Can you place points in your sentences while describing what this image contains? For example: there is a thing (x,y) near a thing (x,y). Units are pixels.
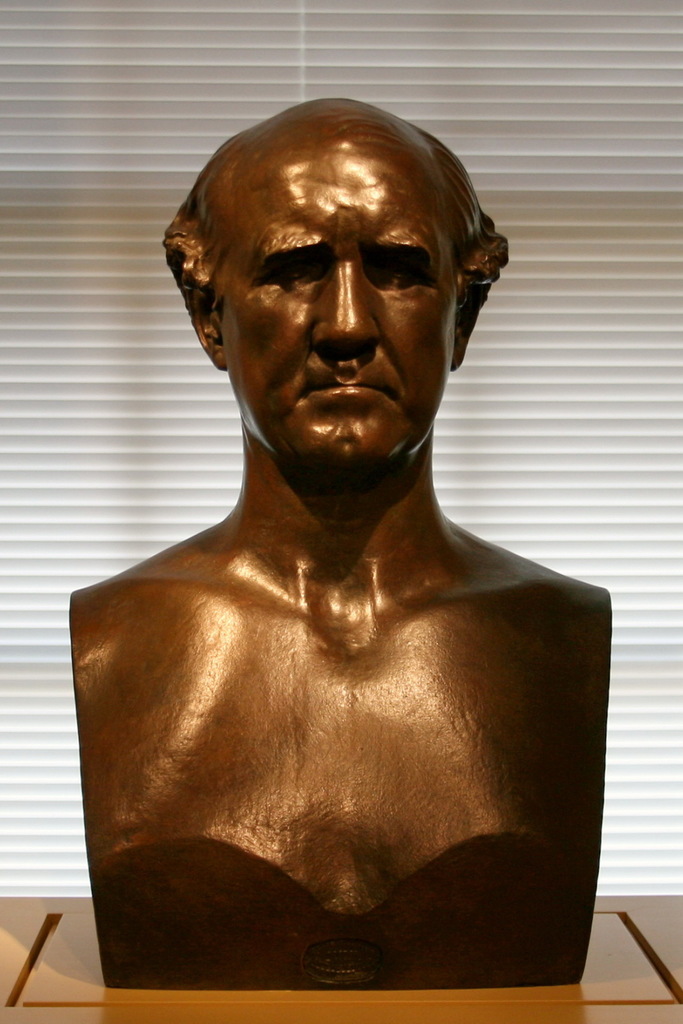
In the picture there is a sculpture (318,442) of a man (291,344) kept on the table (6,934).
